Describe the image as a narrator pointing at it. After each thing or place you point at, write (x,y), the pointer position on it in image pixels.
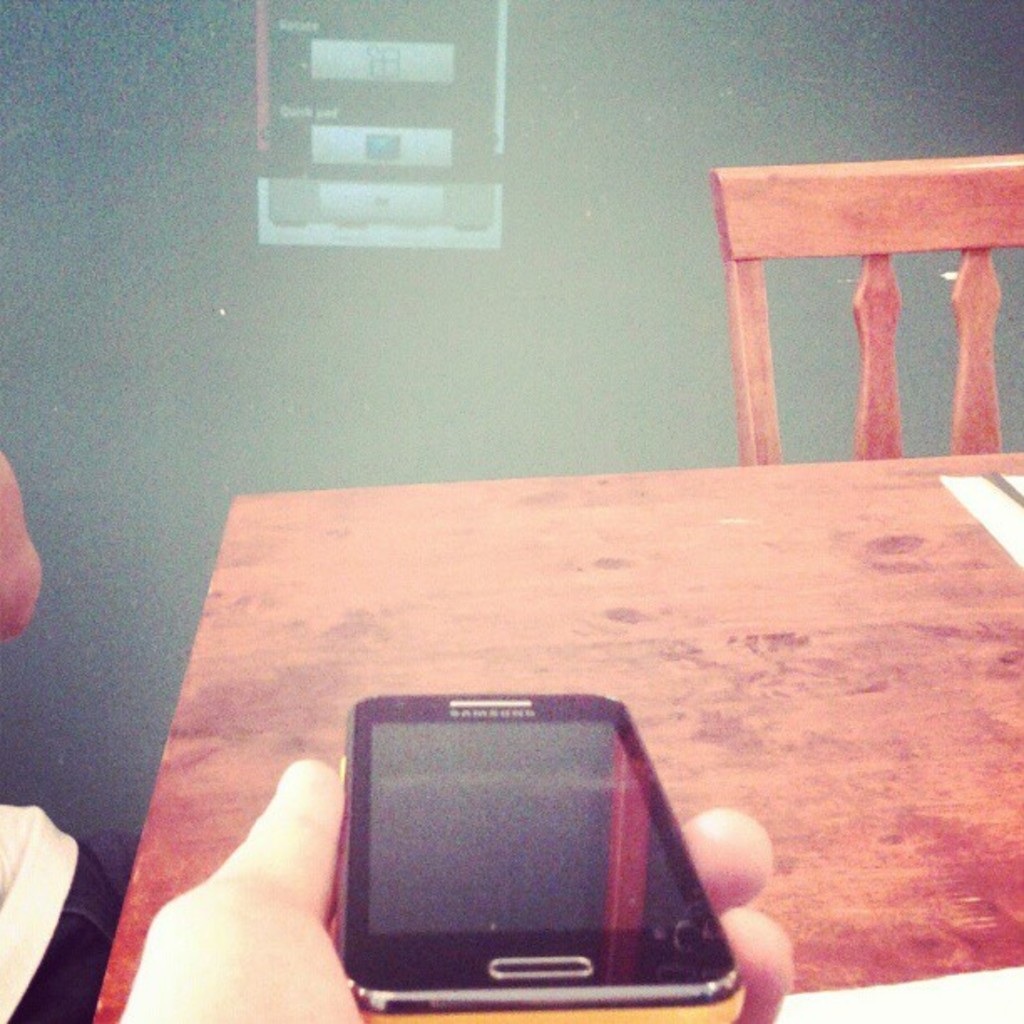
This is the picture taken in a room (935,369), a person (261,1004) is holding a Samsung mobile (511,882) in front of the mobile (541,889) there is a wooden table (793,690) and a chair (768,205). Behind the table (421,579) there is a screen (390,188).
